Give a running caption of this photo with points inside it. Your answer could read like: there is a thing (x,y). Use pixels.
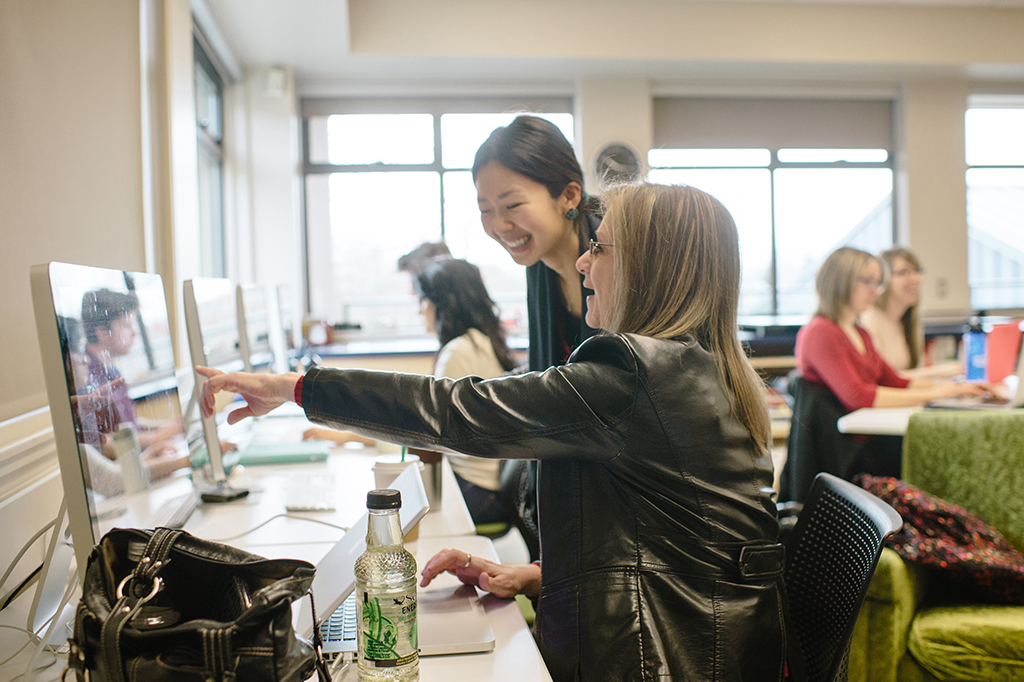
In this image i can see a inside view of building (417,214). And the right side of the image (890,373) two girls (905,398) sitting on the chair (860,451). One girl (867,369) wearing red color jacket (826,375) and another girl (900,326) wearing white color jacket (893,341) they both are kept hands (914,385) on the table (896,417) and green color couch (942,416) kept near the table (903,425). And back side of a white color jacket girl (898,357) there is a window (860,177). On the middle (571,281) i can see a two girls (654,457), one girl (577,295) stand wearing a black color scarf (541,303) and another girl (722,630) wearing a black color jacket (578,397) she also wearing a spectacles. on the left side (331,465) i can a table (328,470). On the table (308,469) i can see displays (117,382) of the computer (100,453) and handbag (201,612) and a bottle (399,601). on the table (341,470) i can a paper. On the left side (74,172) there is wall (65,104) visible. and on the middle corner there is a clock (627,156) attached to the wall (586,123). And on the right corner (902,559) there is a couch (991,625) and on the couch (968,644) there is a pillow (942,524).
